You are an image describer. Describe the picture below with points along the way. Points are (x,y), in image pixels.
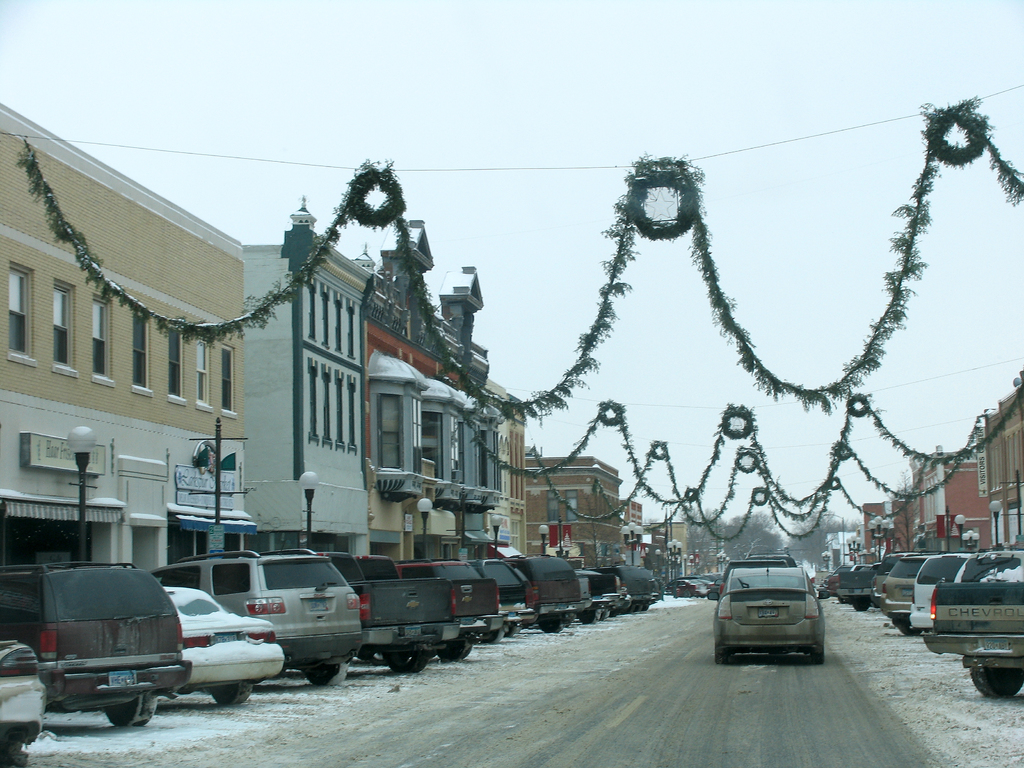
In this image I can see the road (619,717), few vehicles (600,607) on the ground (864,623), few poles (970,544), few lights (995,505) and few buildings (274,461) on both sides of the road (623,729). I can see few decorative items (870,412) hanged to the rope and in the background (807,438) I can see few trees (770,544) and the sky (692,270).
